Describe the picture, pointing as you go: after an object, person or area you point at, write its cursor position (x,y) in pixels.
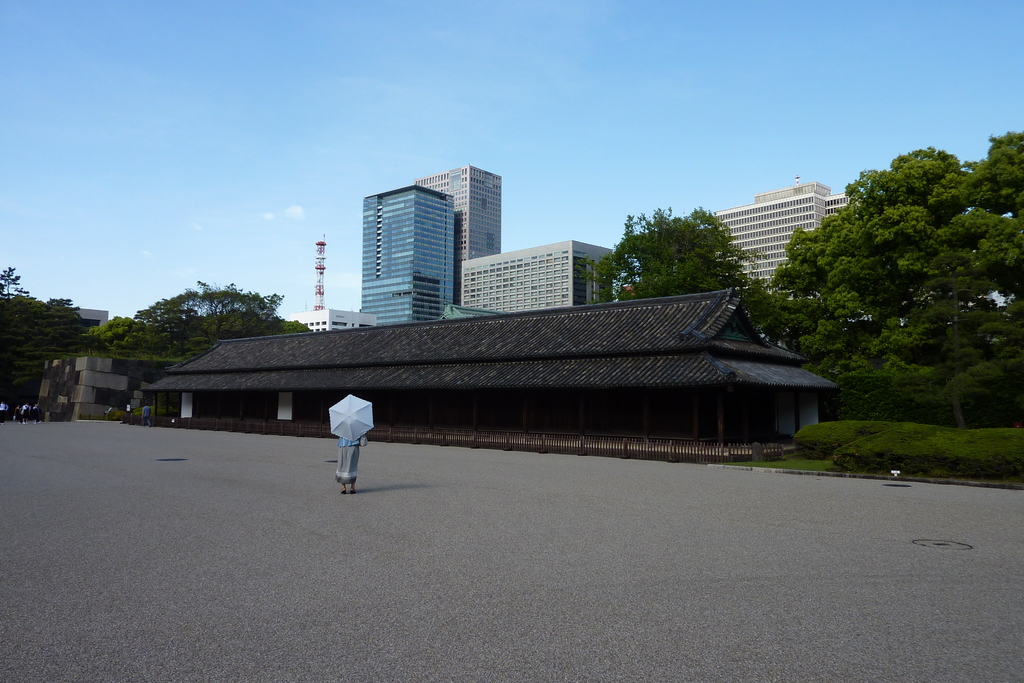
In this picture we can see some buildings (508,276), trees (977,394), houses (580,373) and people (343,457) are walking, among one person (338,461) is holding an umbrella (354,430) and walking.
